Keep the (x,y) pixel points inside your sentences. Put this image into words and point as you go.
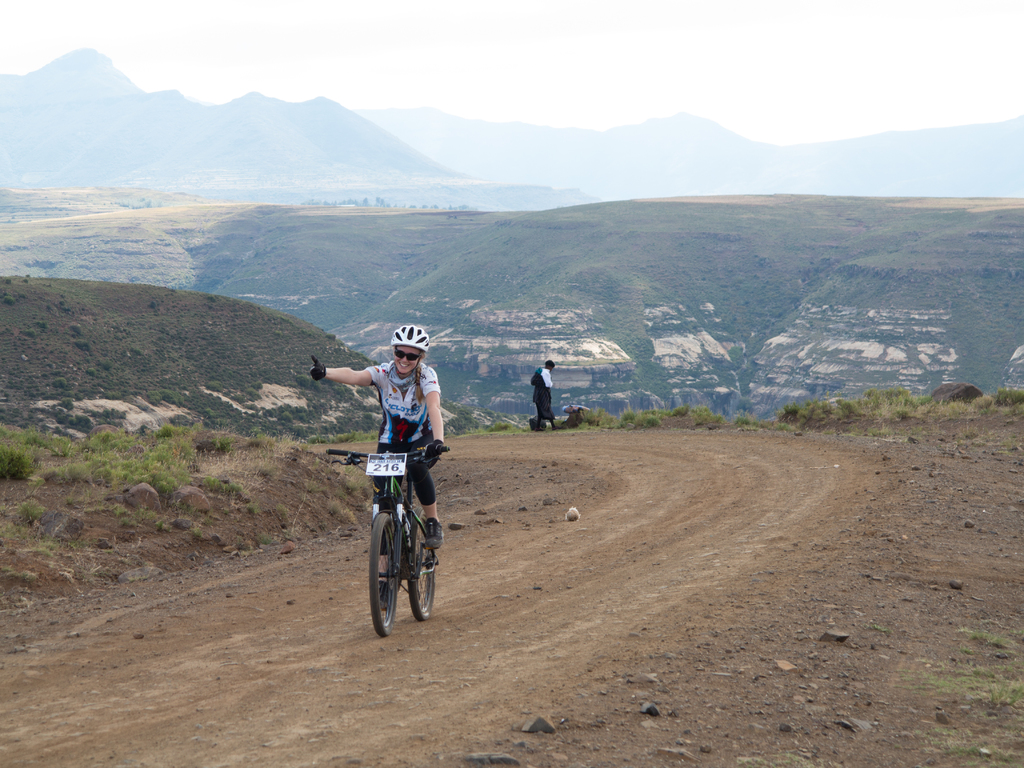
In this picture we can see a person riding a bicycle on the road (512,655) surrounded by greenery (242,446) and mountains (664,224).
